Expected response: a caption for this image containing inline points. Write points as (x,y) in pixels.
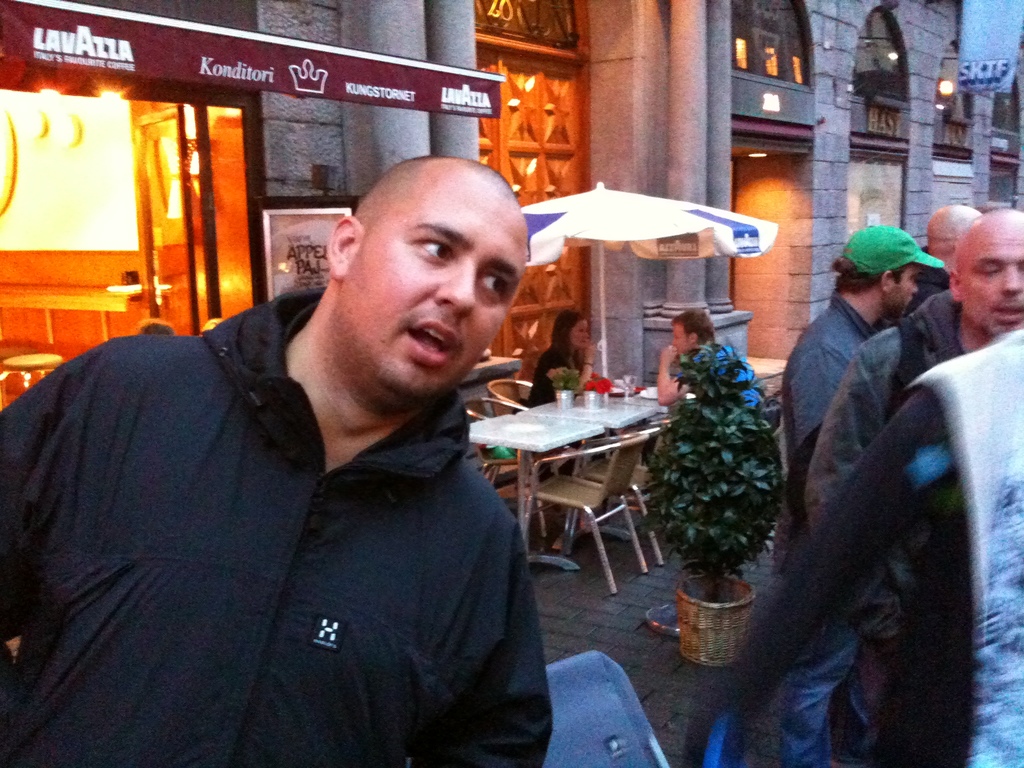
In this picture we can see man (463,480) and some other people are standing and at back of them we can see two persons (670,358) sitting on chair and in front of them on table (595,407) we have flower pot (566,395) with plant (571,382) in it under sun shade (602,242) and in between them we can see plant (706,387), chairs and in background (501,88) we can see wall (308,114), pillar (654,151), door (551,127).
